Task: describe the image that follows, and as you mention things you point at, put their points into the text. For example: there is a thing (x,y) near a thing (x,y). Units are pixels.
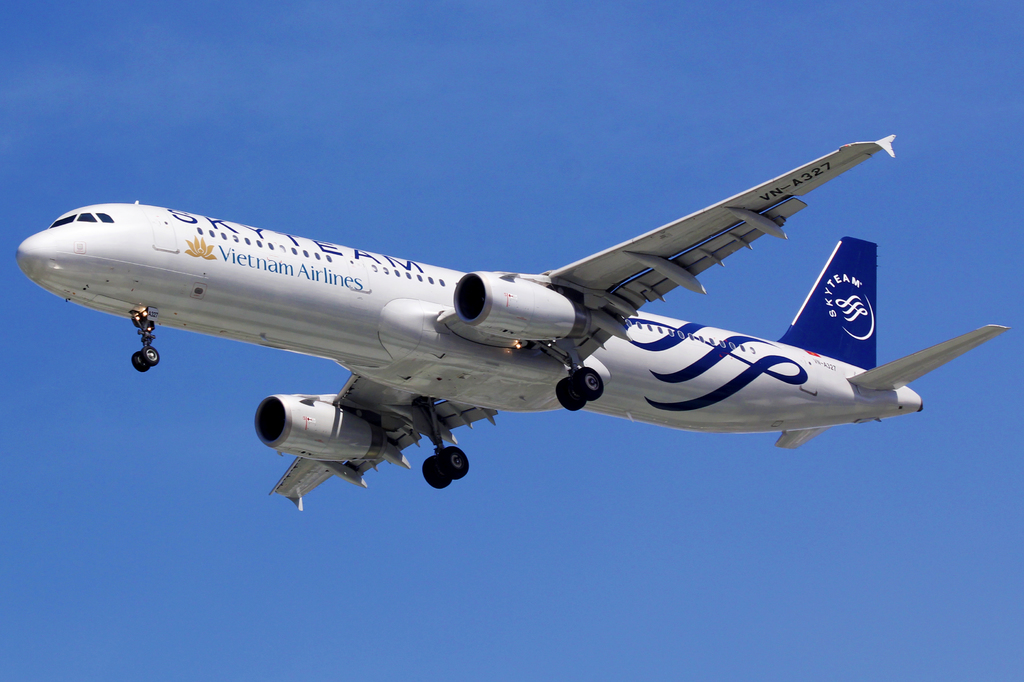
In this image I can see an aircraft (493,344) in the sky (514,121).
